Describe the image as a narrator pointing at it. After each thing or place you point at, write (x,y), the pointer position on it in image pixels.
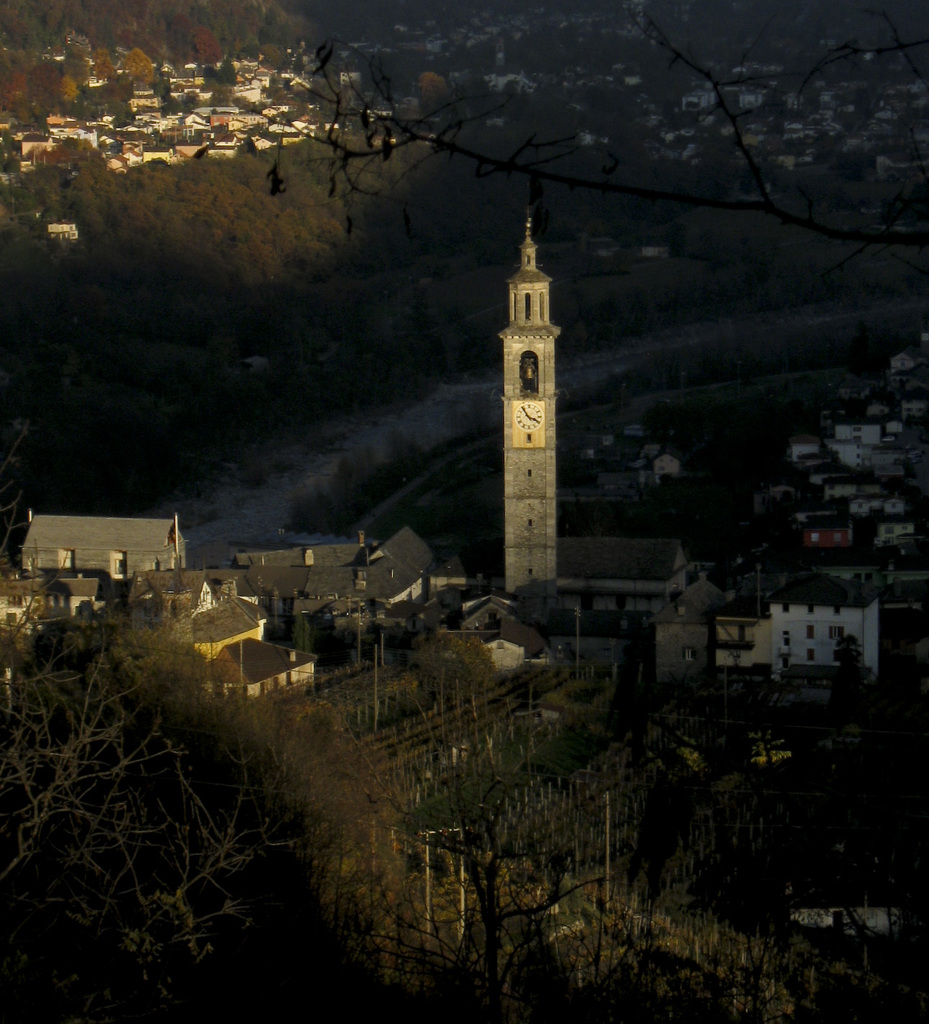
In the picture I can see buildings (262,658), trees (343,752) and some other objects (499,742).
